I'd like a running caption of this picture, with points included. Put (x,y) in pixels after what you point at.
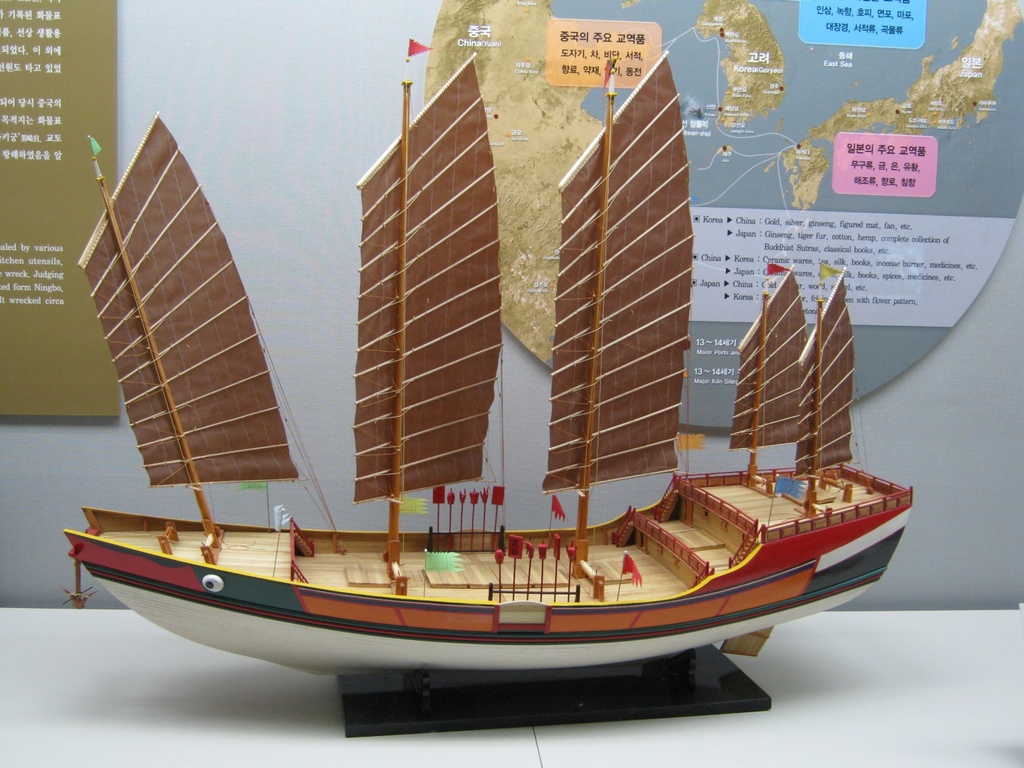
In this picture, we can see a toy boat (232,547) with a black color object (747,692) on the white surface (864,699) and in the background (717,169) we can see the wall (31,490) and some posters (600,59) with some text (708,127) and images (869,100) on it.
